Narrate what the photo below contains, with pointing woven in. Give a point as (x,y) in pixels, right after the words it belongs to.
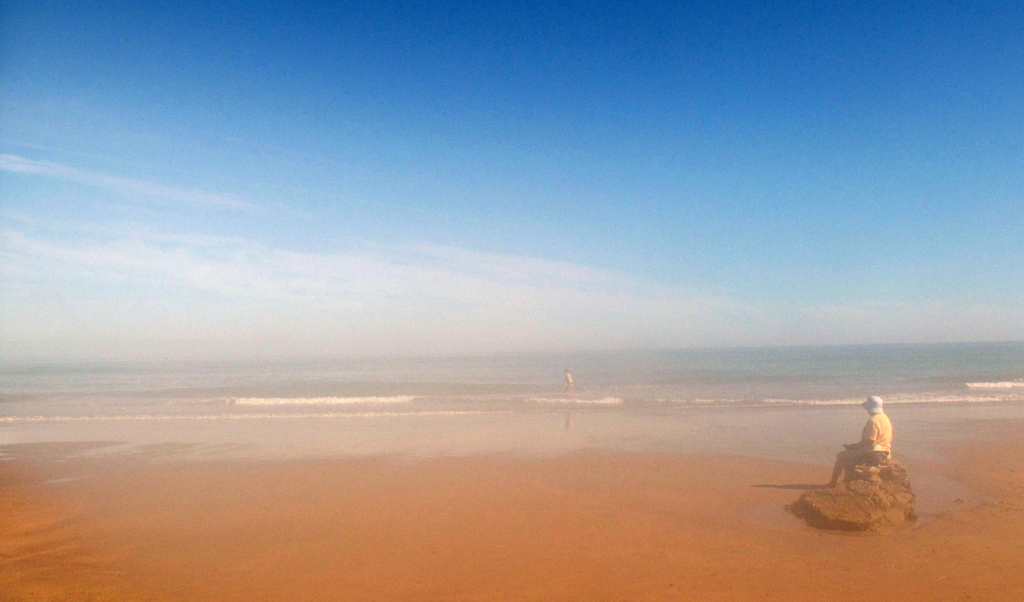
In the picture I can see one person (851,451) is sitting on the rock (868,469) in a sea shore (559,426).
